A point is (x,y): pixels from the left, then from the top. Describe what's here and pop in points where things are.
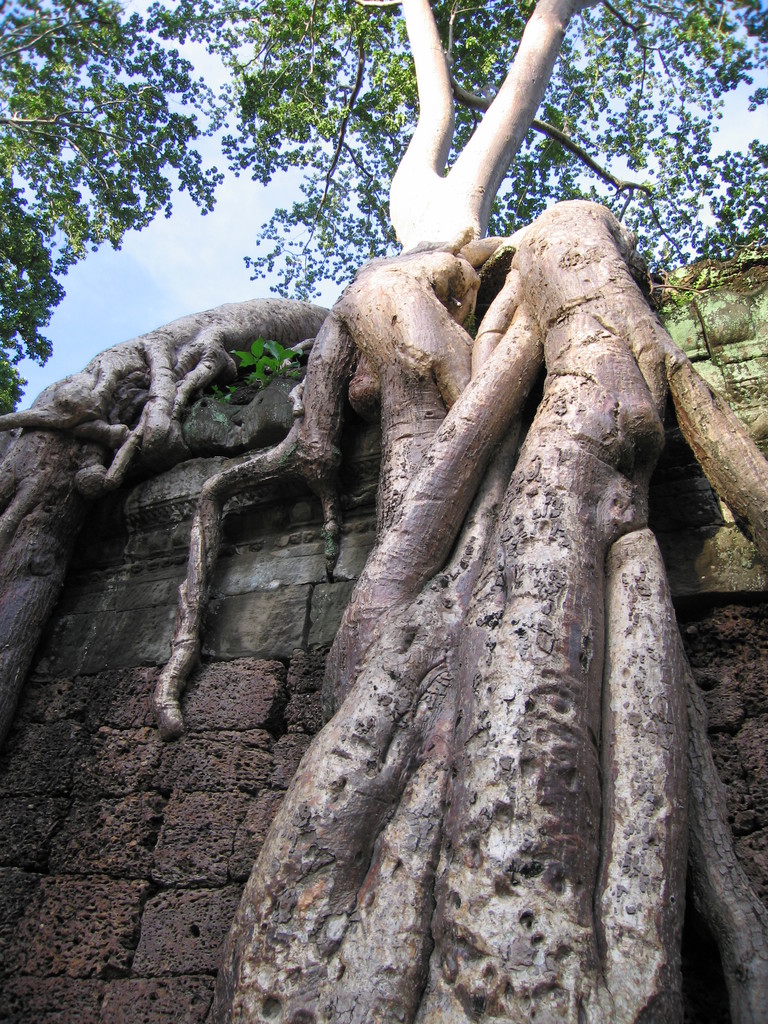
In this picture we can observe a tree (347,310) and a wall (235,463). In the background (85,339) there is a sky (136,292).
